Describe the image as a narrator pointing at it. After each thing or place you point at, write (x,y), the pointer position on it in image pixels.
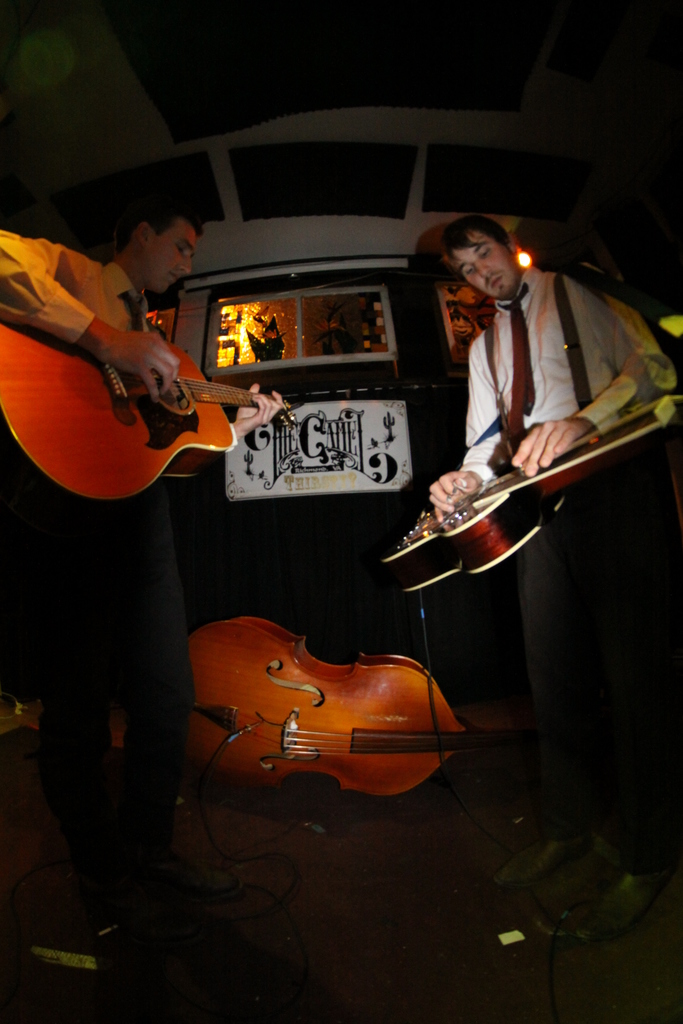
In the image we can see two persons (627,548) were standing and holding guitar (453,532). In the center (346,668) we can see one double bass (383,702). in the background (571,238) there is a wall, light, window (321,316), banner (356,480) and wires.
